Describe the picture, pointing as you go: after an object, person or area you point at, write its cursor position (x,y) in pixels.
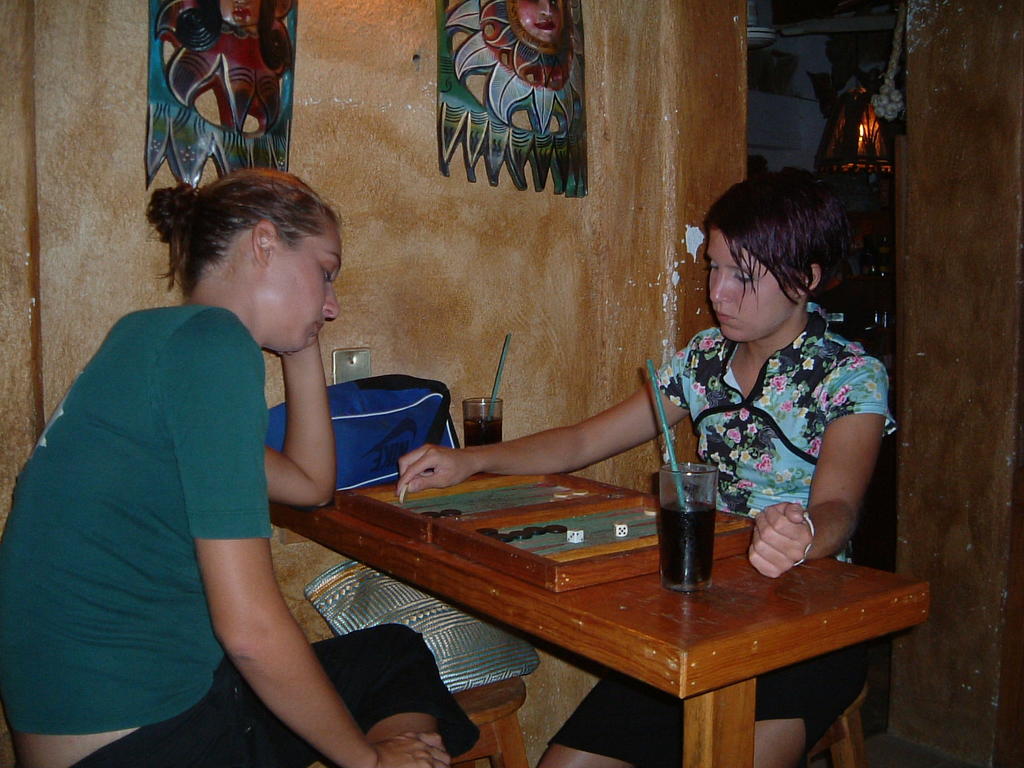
This image is taken in a room (963,491). There are two persons (498,451) in this room (921,528). In the left side of the image (74,719) there is a woman (353,730) sitting on a stool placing her hands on a table (501,593). In the middle of this image (675,492) there is wooden table (671,632) which has a backgammon game (553,522), a glass (666,516) with drink (680,554) and straw (671,456) and a bag (395,447) on it. In the right side of the image (818,391) a girl (654,414) is sitting on a stool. In the middle of the image (549,262) there is a wall (386,16) with the carvings (553,67) on it. At the most right side of the image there is a lamp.
